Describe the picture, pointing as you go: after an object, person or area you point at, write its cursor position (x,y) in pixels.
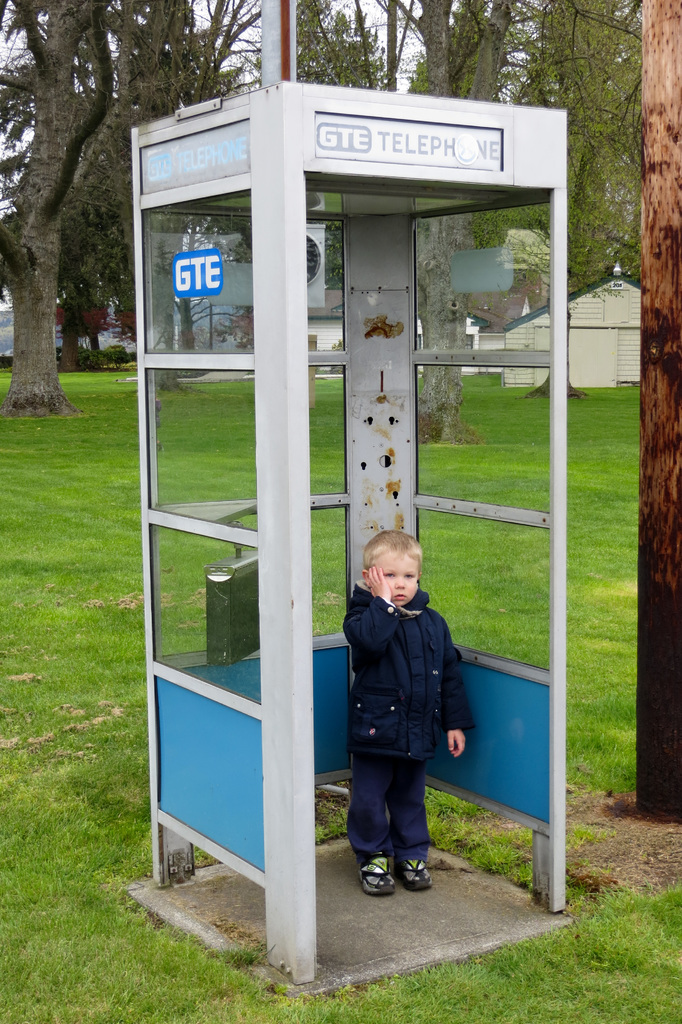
In this image in the front (408,707) there is a boy (420,671) standing in the telephone booth (288,627) and there's grass (72,532) on the ground (92,462). In the background (131,272) there are trees (104,228), buildings (576,347).
